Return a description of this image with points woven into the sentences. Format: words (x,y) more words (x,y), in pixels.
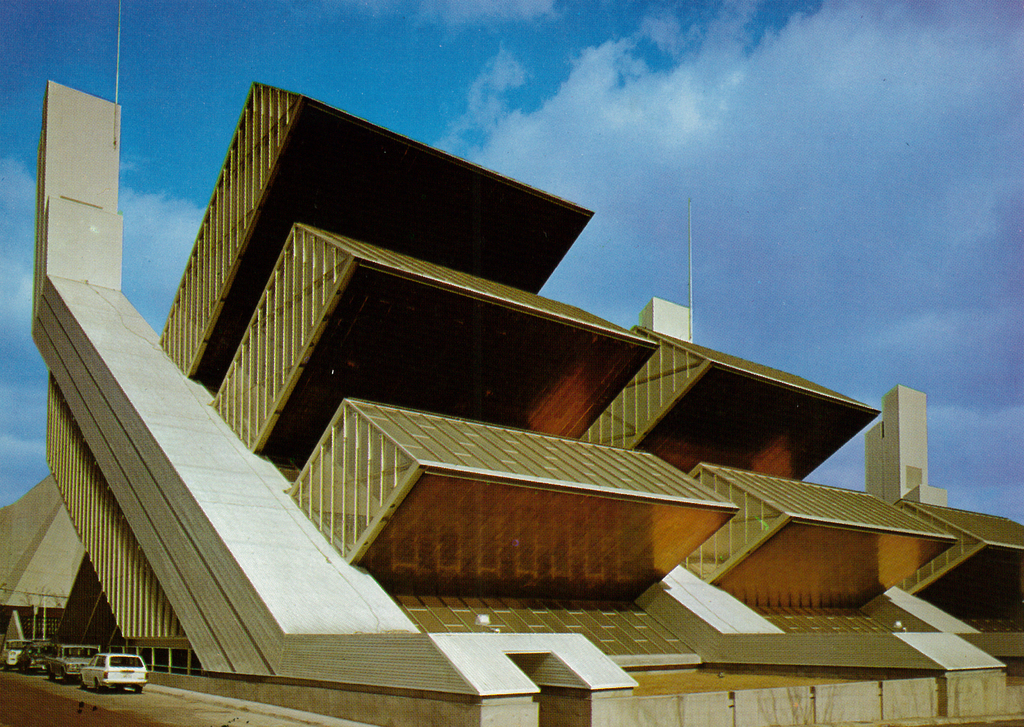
In this image we can see a building (436,562). In the bottom left (35,641) we can see few vehicles (83,649). At the top (896,155) we can see the sky (682,118).
